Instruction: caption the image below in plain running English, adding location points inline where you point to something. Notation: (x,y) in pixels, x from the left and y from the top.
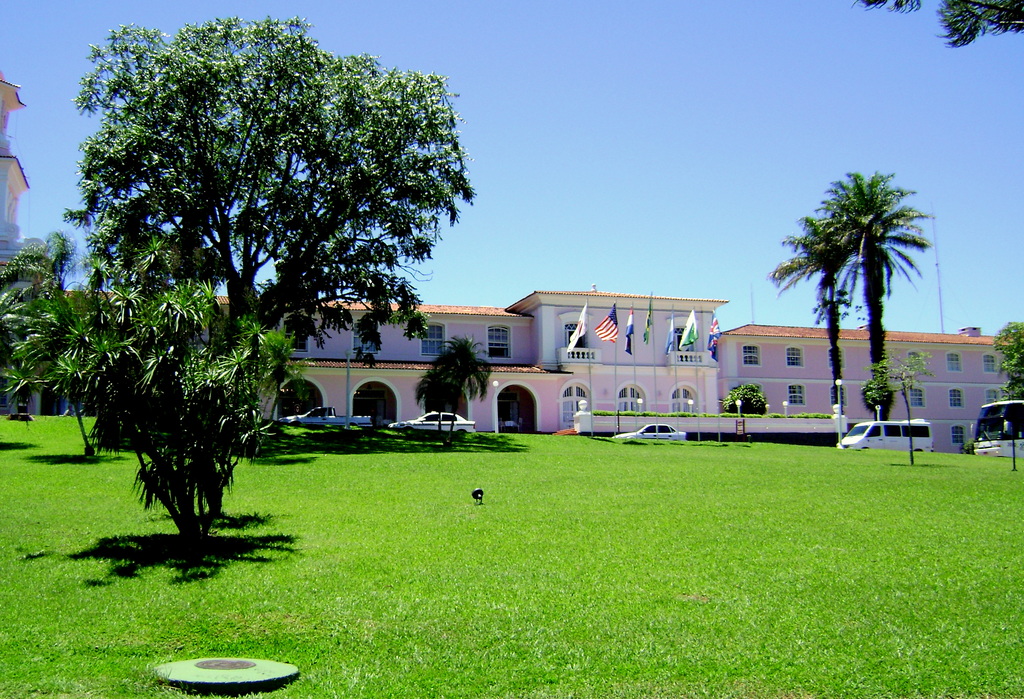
In this image we can see some trees (830,240) and grass (392,569) on the ground (198,566) and there are some vehicles (983,425). We can see a building (859,351) and there are some flags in front of the building (644,373) and on the left side of the image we can see a building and at the top (733,81) we can see the sky (13,78).
